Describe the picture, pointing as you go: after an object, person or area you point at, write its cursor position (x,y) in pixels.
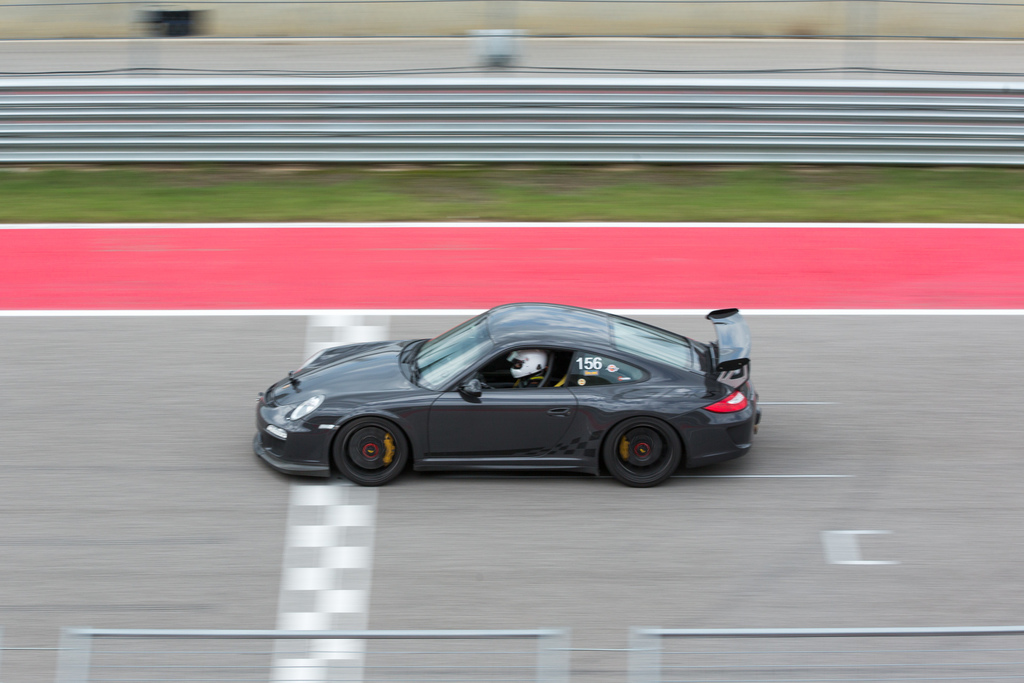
This is the picture of a road (846,373). In this image there is a person (532,365) riding the black color car (587,382) on the road (472,546). In the foreground (627,643) there is a railing (840,631). At the bottom (312,580) there is a road (19,436) and there is grass (481,211).
